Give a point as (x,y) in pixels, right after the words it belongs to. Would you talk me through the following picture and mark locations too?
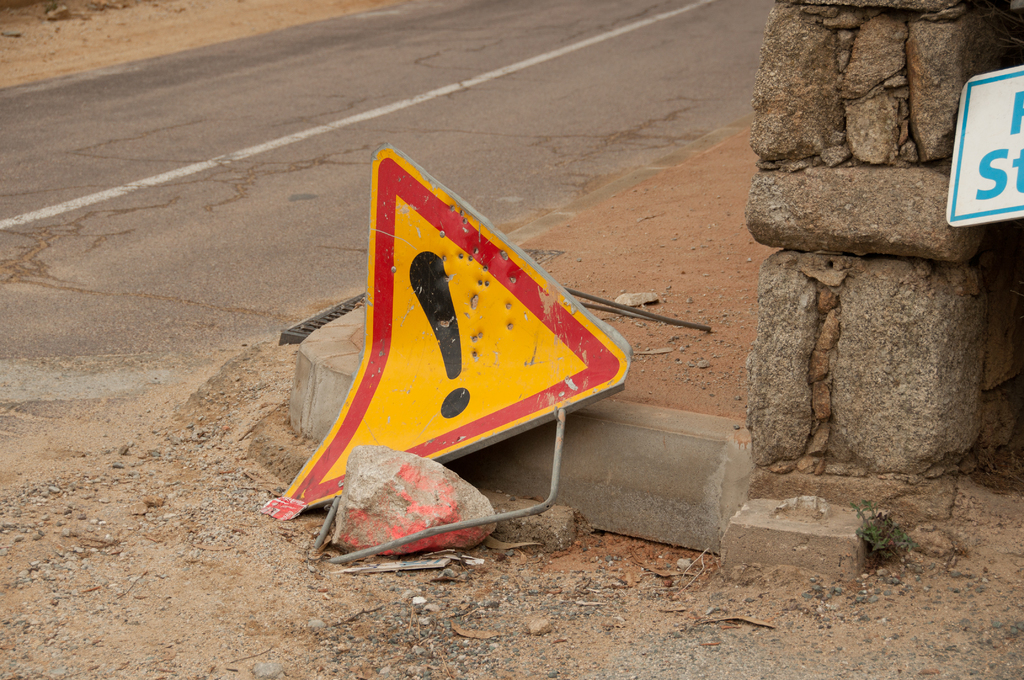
In the center of the image (552,362) we can see one sign board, stones (566,540) and a few other objects (304,381). On the right side of the image (1014,258), there is a wall (972,70), one sign board (967,111) etc. In the background (550,119) there is a road (280,181).
